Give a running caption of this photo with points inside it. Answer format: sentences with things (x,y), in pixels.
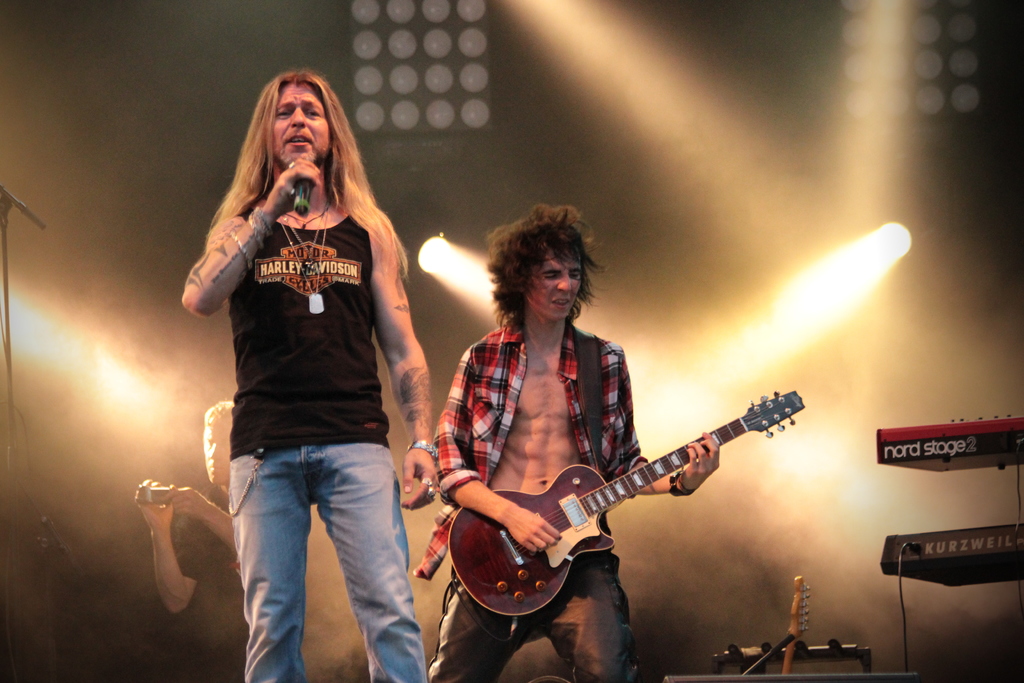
This is an image on the stage (61,587). On the left side of the image (282,458) we can see a man (302,258) holding a mic (301,187) in his hands (304,174) and singing. In the center of the image (543,453) we can see a man (547,539) holding guitar (604,510) in his hands (552,533) and playing it. In the background (204,501) we can see a man (187,488) holding a camera (151,496) and recording everything. these are the show lights (887,266).
